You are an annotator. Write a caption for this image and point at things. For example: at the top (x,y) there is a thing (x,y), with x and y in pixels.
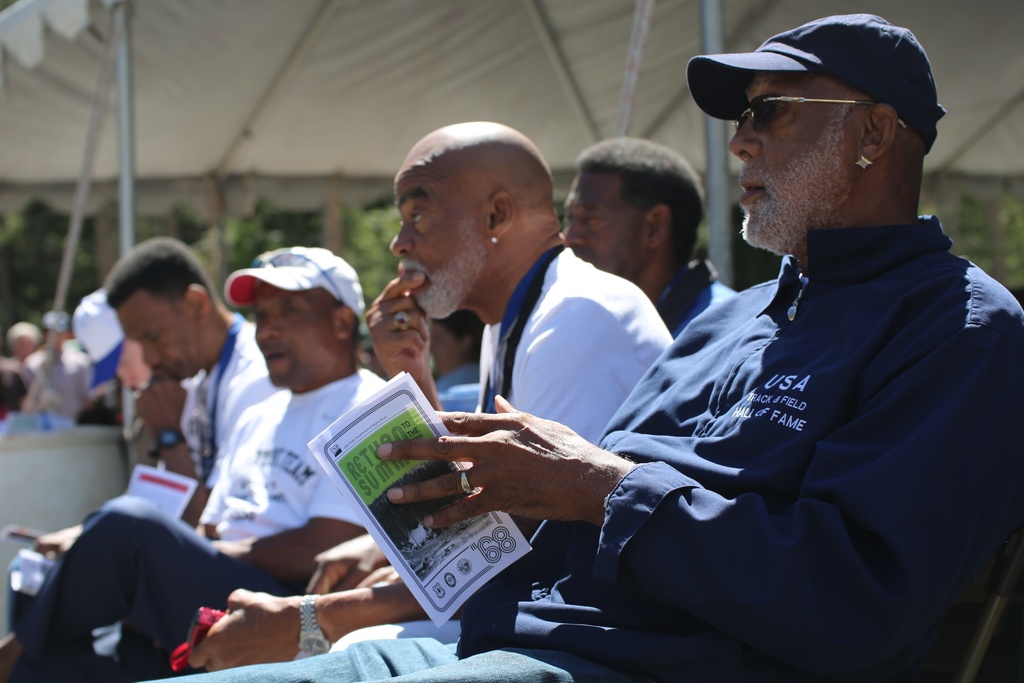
In this image I see number of people (549,282) in which most of them are sitting and I see that this man (626,422) is holding a book (405,463) in his hands (411,497) and I see something is written over here and I see that these both men (275,358) are wearing caps (900,33). In the background (50,161) I see the tent (998,57) and I see the rods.
